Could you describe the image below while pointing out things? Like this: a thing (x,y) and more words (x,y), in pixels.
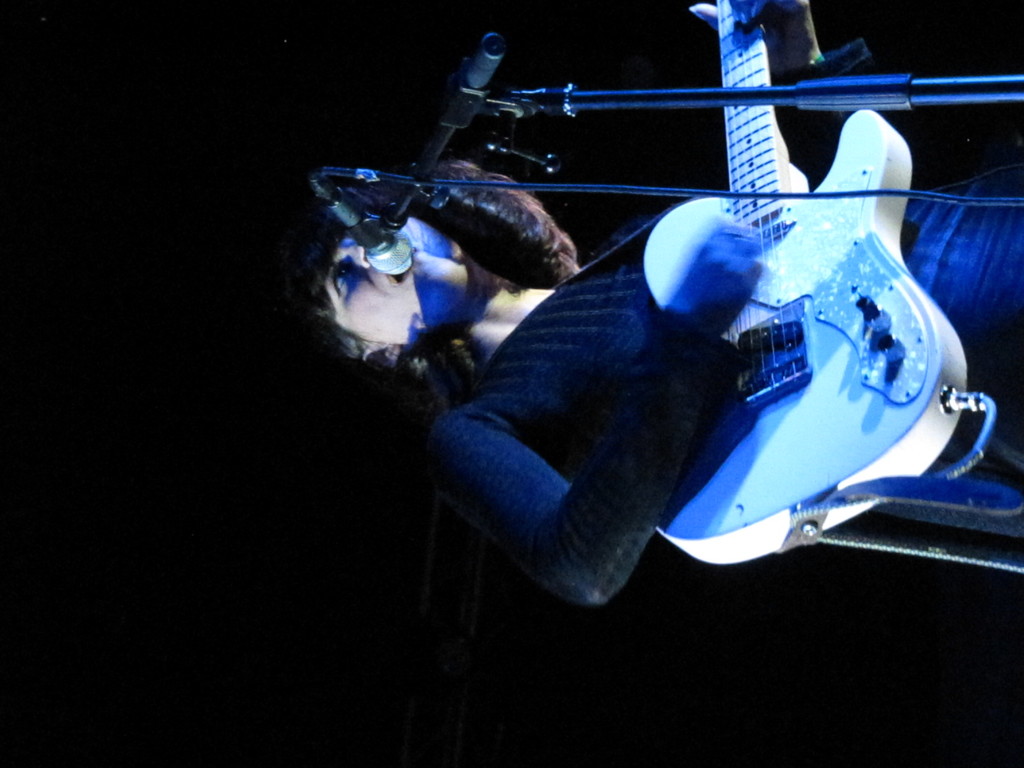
This image is taken in a concert. In this image the background (226,626) is dark. On the right side of the image (689,365) a woman (653,314) is standing and singing. She is holding a guitar (795,417) in her hands (733,292) and playing music and there is a mic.
